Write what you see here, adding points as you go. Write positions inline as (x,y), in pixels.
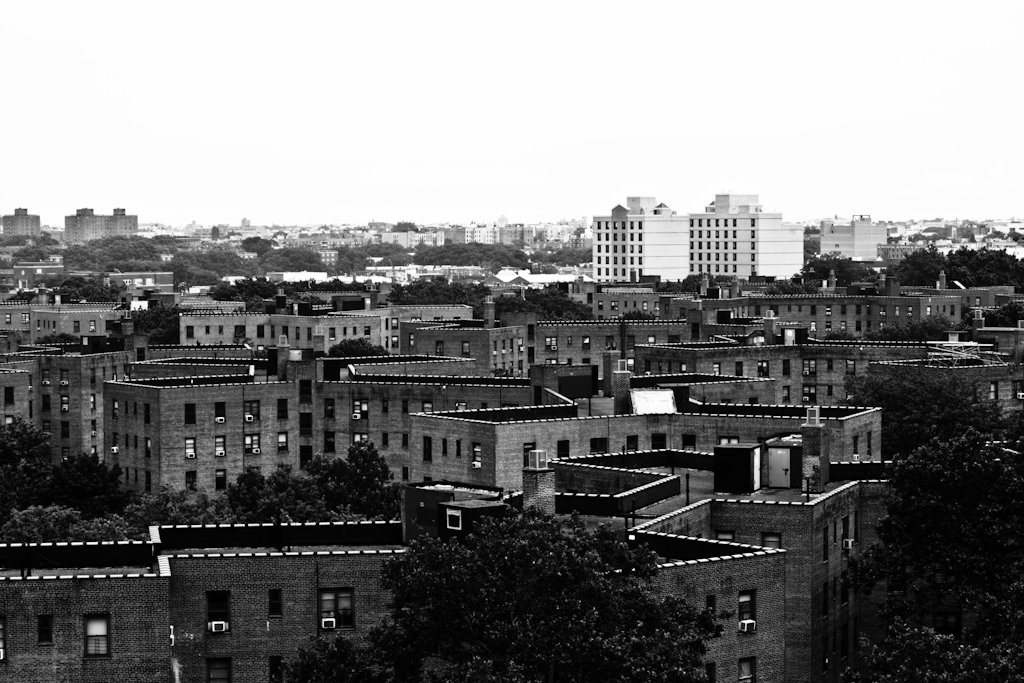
This is a black and white image. In this image there are many trees (504,592) and buildings (451,408) with windows (355,411) and AC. In the background (544,59) there is sky (707,90).
